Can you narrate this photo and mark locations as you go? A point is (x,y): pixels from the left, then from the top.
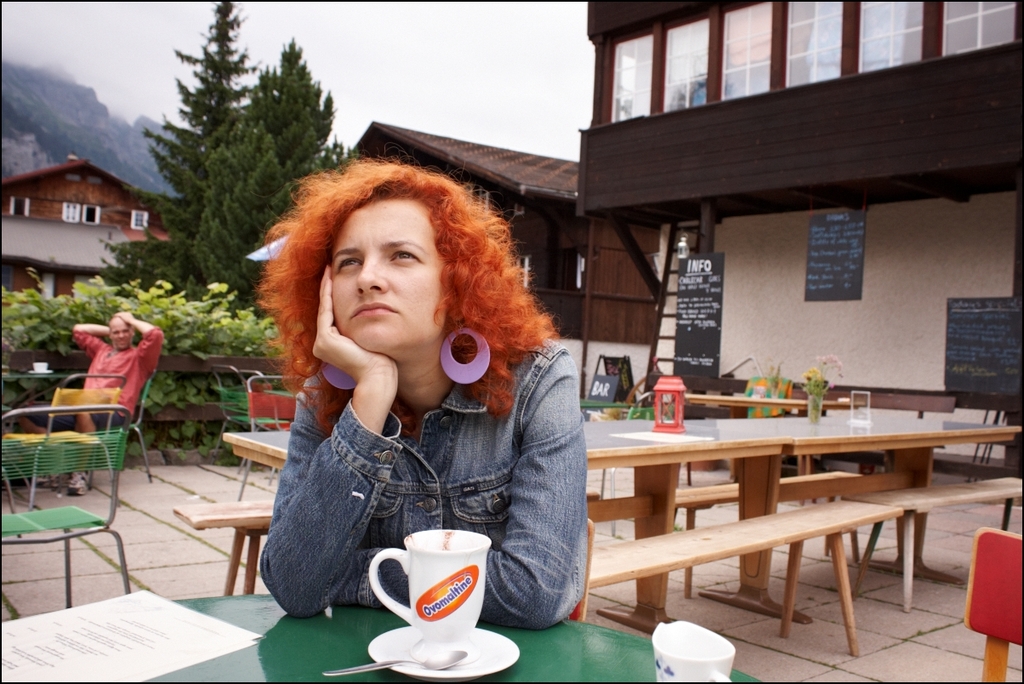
a person (555,587) is sitting on a chair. in front of her there is a green table (251,659) on which there is a cup (453,611), saucer (468,671), spoon (444,665) and a paper (198,653). she is wearing a denim jacket (451,482) and has orange hair (475,252). behind her at the left (56,422) there are green chairs (67,521) and a person (134,355) wearing red t shirt (124,358) is seated on the chair (128,407). at the right (745,427) there are tables (778,423) and wooden tables (663,516). on the table (775,421) there are glass (862,419) and flower pot (819,376). at the left (203,368) back there is a wooden fencing (186,369) and plants (218,309). at the right (842,296) there are blackboards (817,297) and a building (822,190). at the back (456,156) there is a tree (225,236), buildings (48,192) and mountains (91,135).
